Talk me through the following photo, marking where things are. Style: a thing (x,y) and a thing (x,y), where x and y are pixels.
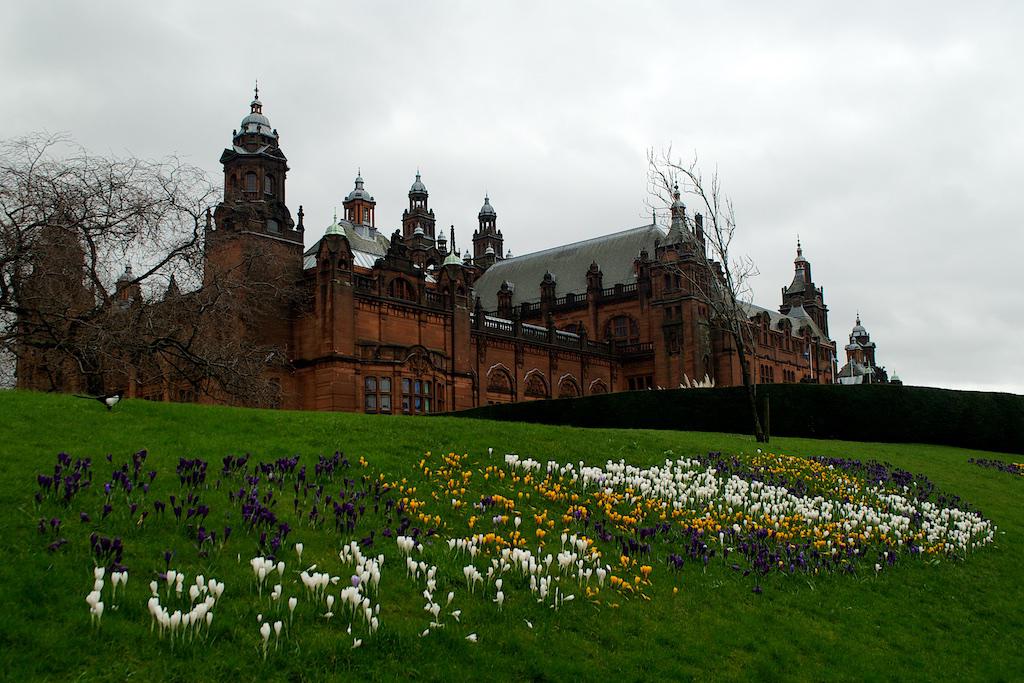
In this image at the bottom (494,539) there is grass (530,485) and there are some plants (818,536) and flowers (481,549), in the background (345,346) there is a palace (258,332) and also we could see trees (747,392) and wall (728,396) in the center (667,404). At the top (295,104) there is sky (522,124).
